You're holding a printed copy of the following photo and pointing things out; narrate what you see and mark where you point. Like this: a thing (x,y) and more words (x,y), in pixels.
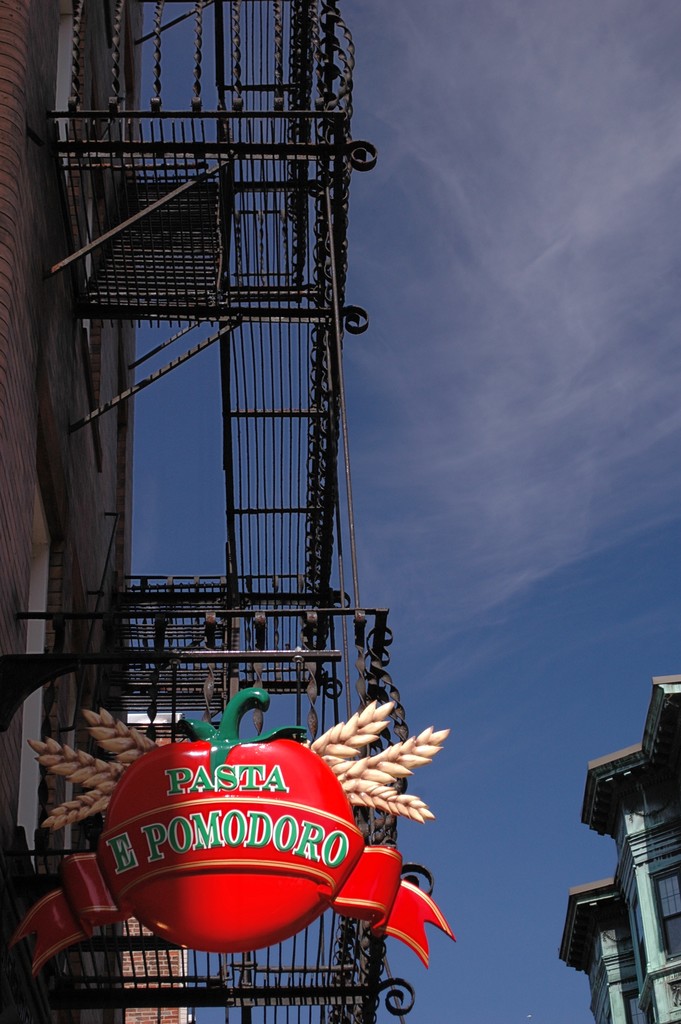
In this image we can able to see a blue sky (537,572) and there is a building (3,931) over here, we can able to see a stair case (308,683), and we can able to see a board (203,791) which consists of a name (243,819) called pasta e pomodoro and this board (255,850) is made like tomato (229,902) and wheat (123,761) and there is another building (658,792) here.
